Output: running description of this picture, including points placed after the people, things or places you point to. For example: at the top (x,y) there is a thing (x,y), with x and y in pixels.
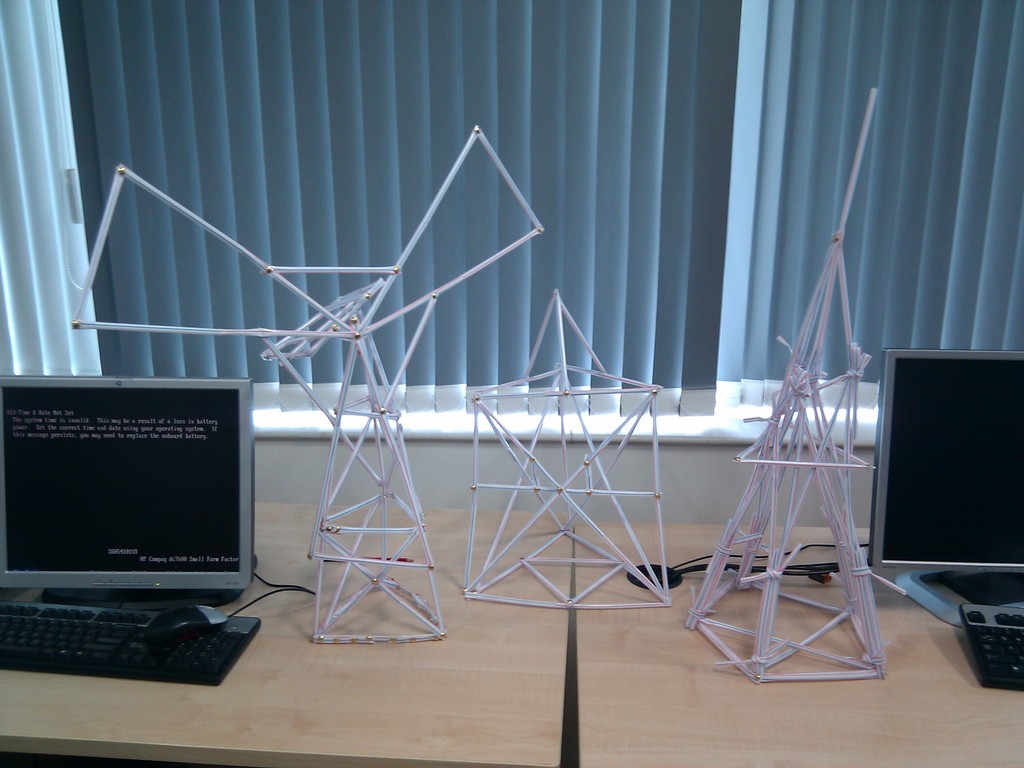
At the bottom of the image (437,670) there are tables (440,703) and there are computers (194,571) placed on the tables (608,710) we can also see some decors (798,600) on the table (563,642). In the background (597,154) there is a window (591,122) and a curtain (588,106).
